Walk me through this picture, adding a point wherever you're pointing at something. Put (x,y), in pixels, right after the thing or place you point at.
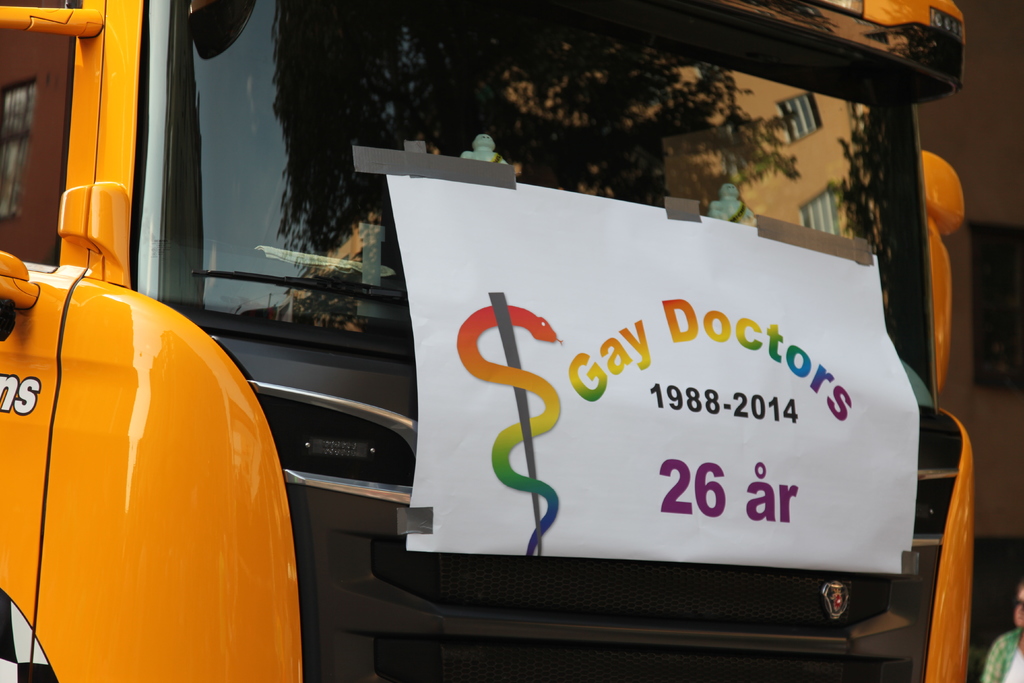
In this picture we can see some text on a vehicle (559,111). We can see the reflections (496,85) of a few objects (636,198) on this vehicle (660,42). There are small white objects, glass (683,59) and a poster (719,536) is visible on this vehicle (675,45). On this poster (500,412), we can see some text (803,370), numbers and an image (537,504) of a snake (552,398) on a stick (504,314). There is a person (1004,673) and a building (951,103) is visible on the right side (1000,434).
